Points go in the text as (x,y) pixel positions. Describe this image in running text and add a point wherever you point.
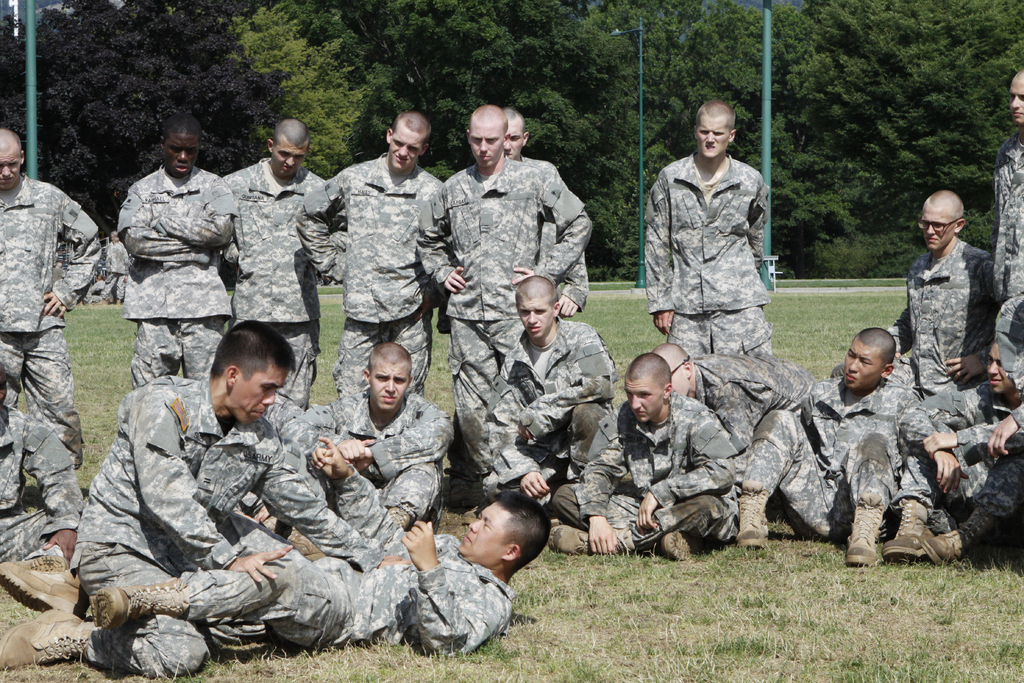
In this image, we can see people (235,430) wearing uniforms (297,423) and some are sitting on the ground (541,587) and we can see a person (444,579) lying. In the background (347,81), there are poles (765,123) and we can see trees (735,91).
